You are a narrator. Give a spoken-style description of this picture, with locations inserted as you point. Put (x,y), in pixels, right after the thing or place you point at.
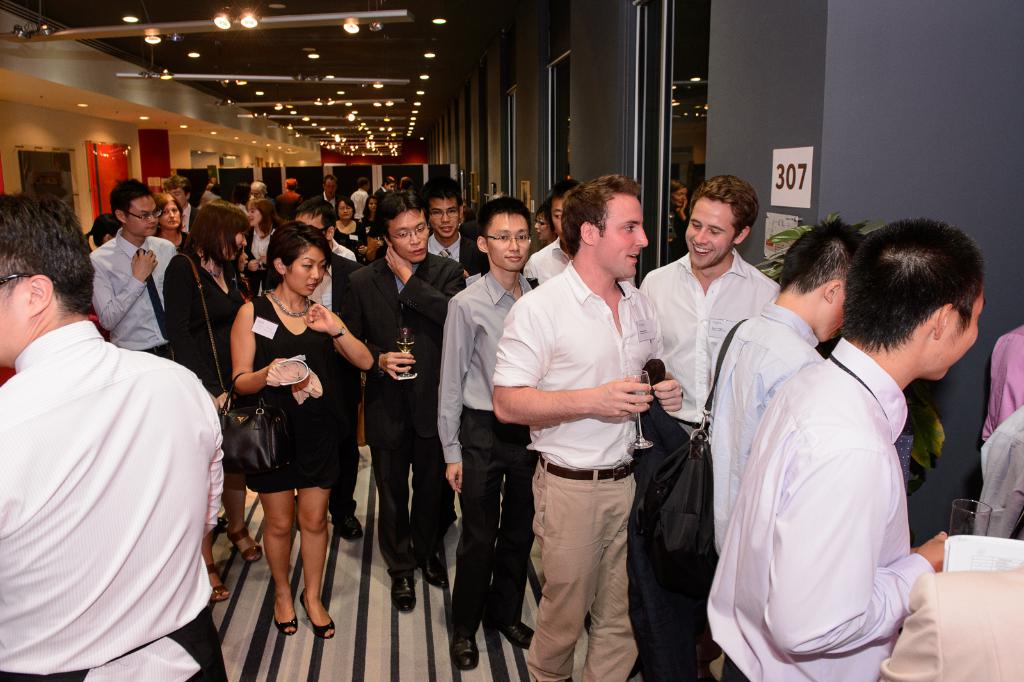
In this picture we can see people (390,296) are walking in a path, side we can see few rooms (559,129) and lights (311,52) to the roof (333,94).
